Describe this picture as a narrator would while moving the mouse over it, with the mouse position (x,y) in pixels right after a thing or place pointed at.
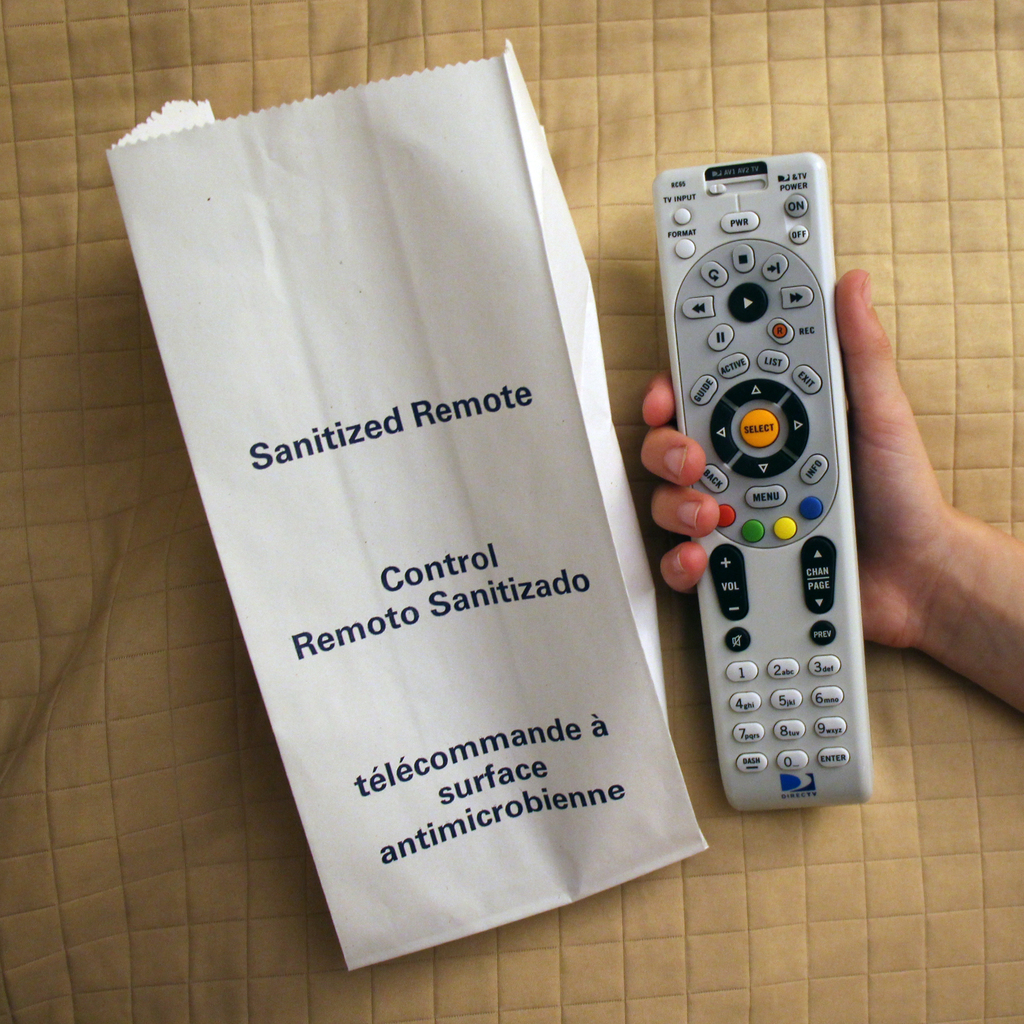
In this image there is a person (977,614) holding remote (733,475) and paper (627,809) on the cloth (255,1003).
